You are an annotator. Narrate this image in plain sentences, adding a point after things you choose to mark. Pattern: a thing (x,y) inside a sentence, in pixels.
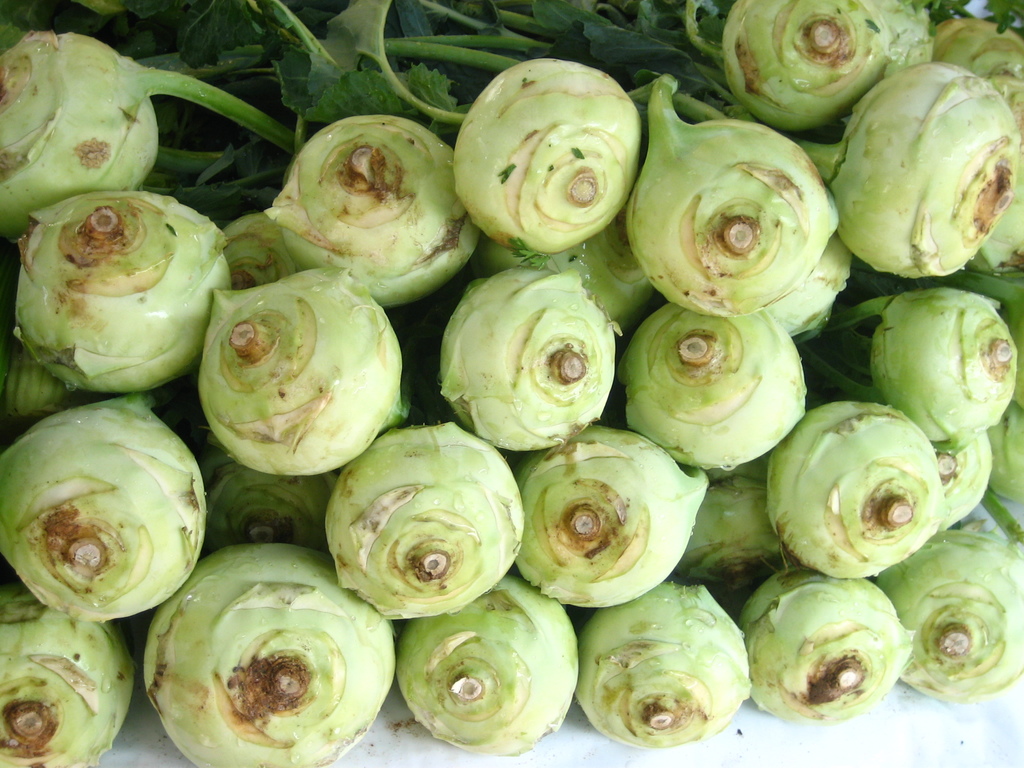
In this image we can see vegetables (508,213) on the white color surface (586,735).
